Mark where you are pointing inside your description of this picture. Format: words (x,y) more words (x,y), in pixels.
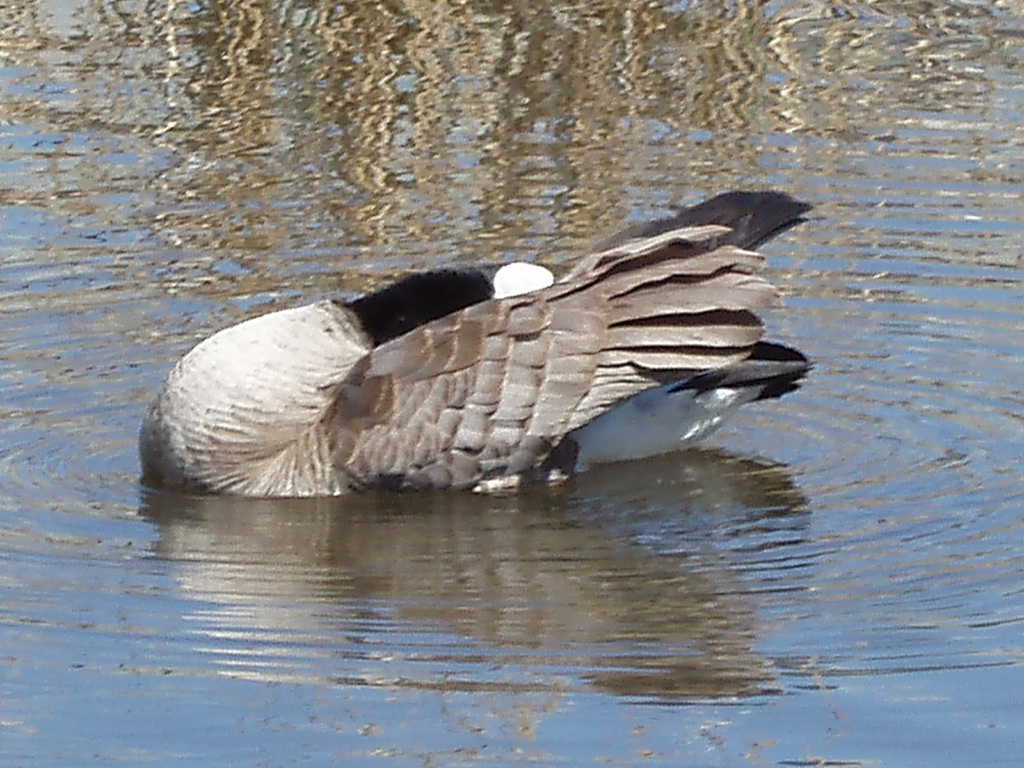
In the image we can see a duck (438,380), white, black and gray in color and the duck (370,364) is in the water (13,419).
